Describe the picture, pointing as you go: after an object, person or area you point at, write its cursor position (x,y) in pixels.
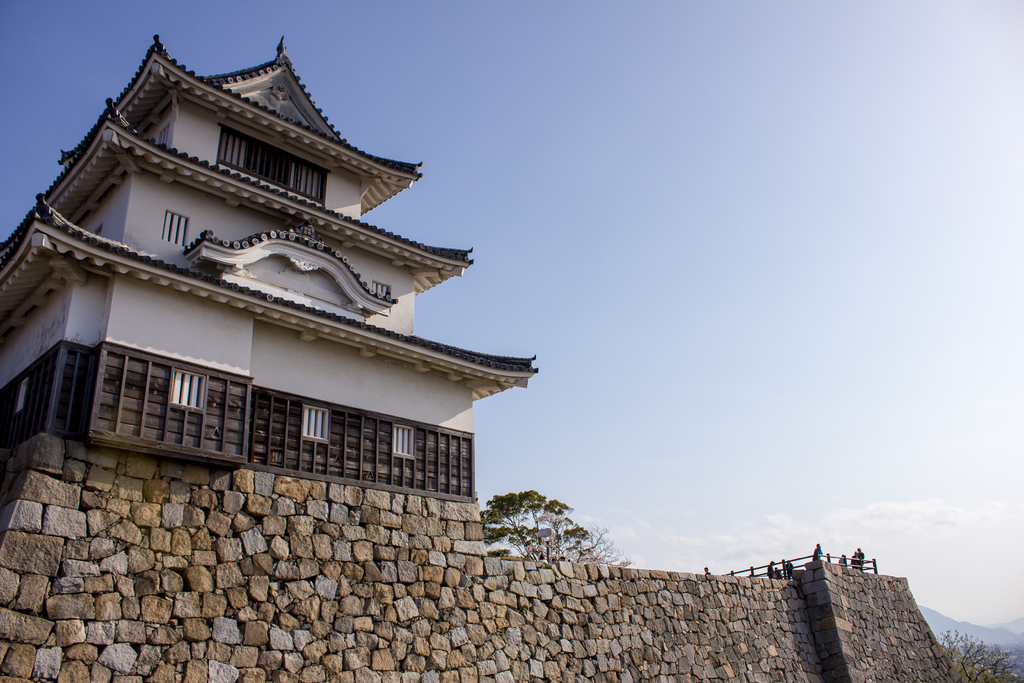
In this picture there is a house (267,271) with a shed roof (176,161). In the front (392,609) there is a granite wall (459,622) and some persons (775,578) standing on the right side (788,577). On the top (649,167) there is a sky (649,167).
